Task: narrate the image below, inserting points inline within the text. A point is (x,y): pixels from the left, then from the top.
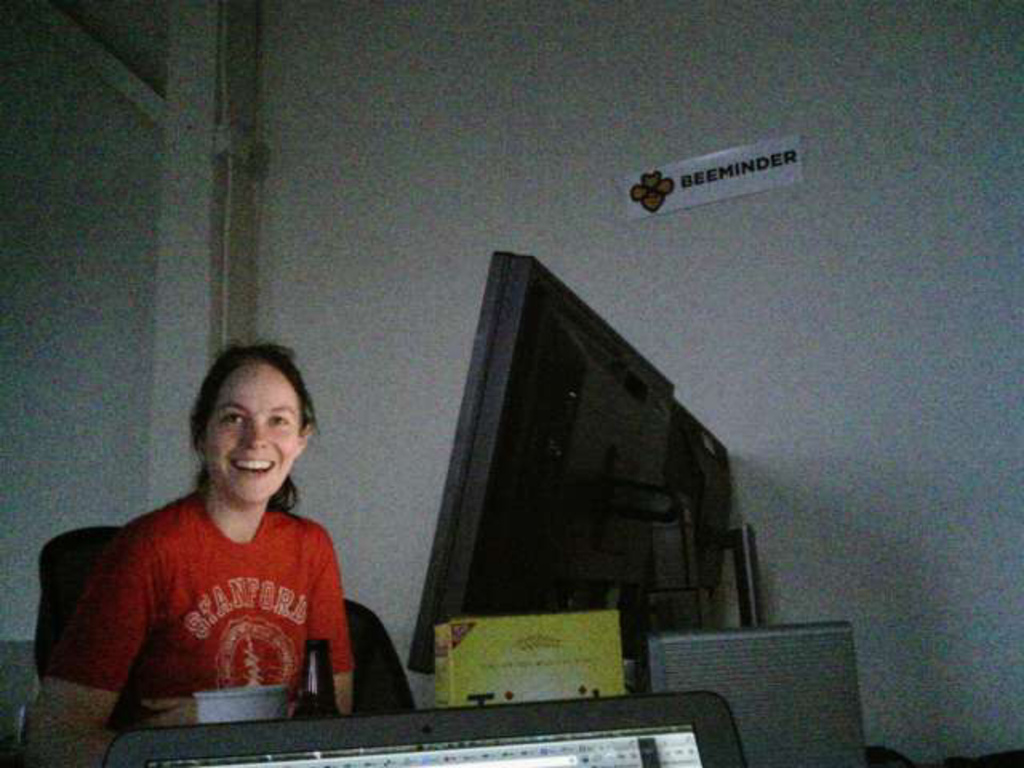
In this image there is a woman (226,565) sitting, she is wearing a T-shirt (235,554), there is a monitor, there is a bottle (325,667), there are objects (605,714) towards the bottom of the image (685,718), there is a wall (627,333), there are objects (734,168) on the wall (599,203), there is text (725,176) on the paper (735,181).
